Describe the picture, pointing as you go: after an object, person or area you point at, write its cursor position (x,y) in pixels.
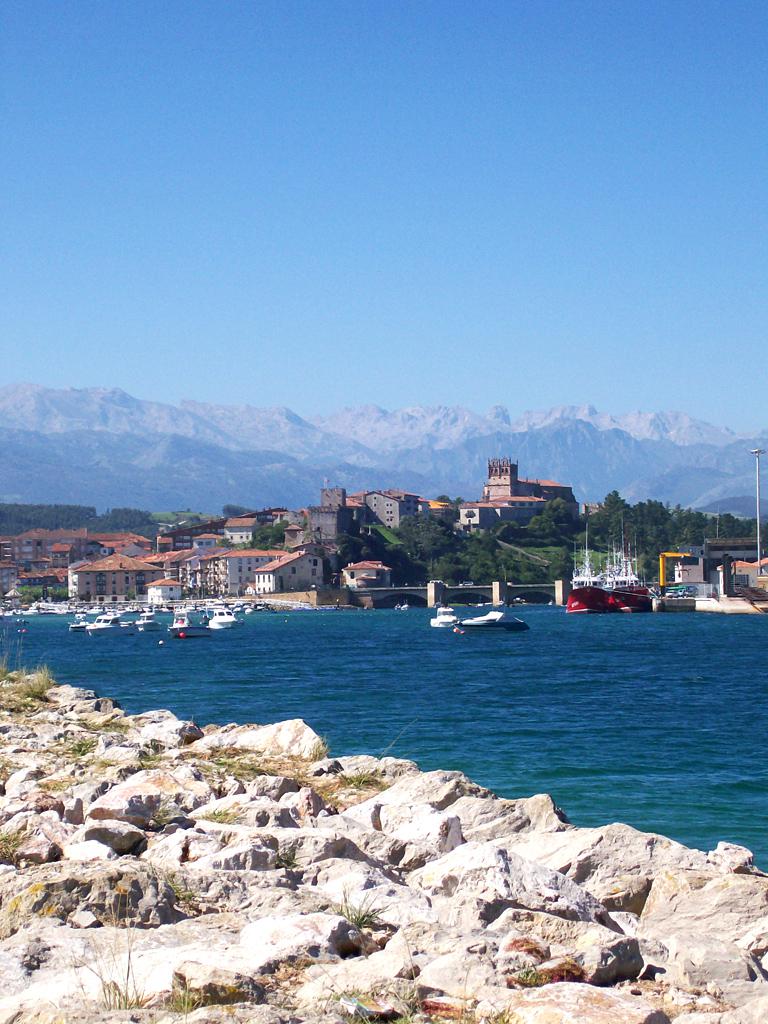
In the image we can see there are many boats (435,619) in the water (450,667). This is a water (635,707), stones (509,874), grass (10,701), building (242,535), trees (589,528), light pole (755,452), mountain (248,464) and a pale blue color sky (353,225).
